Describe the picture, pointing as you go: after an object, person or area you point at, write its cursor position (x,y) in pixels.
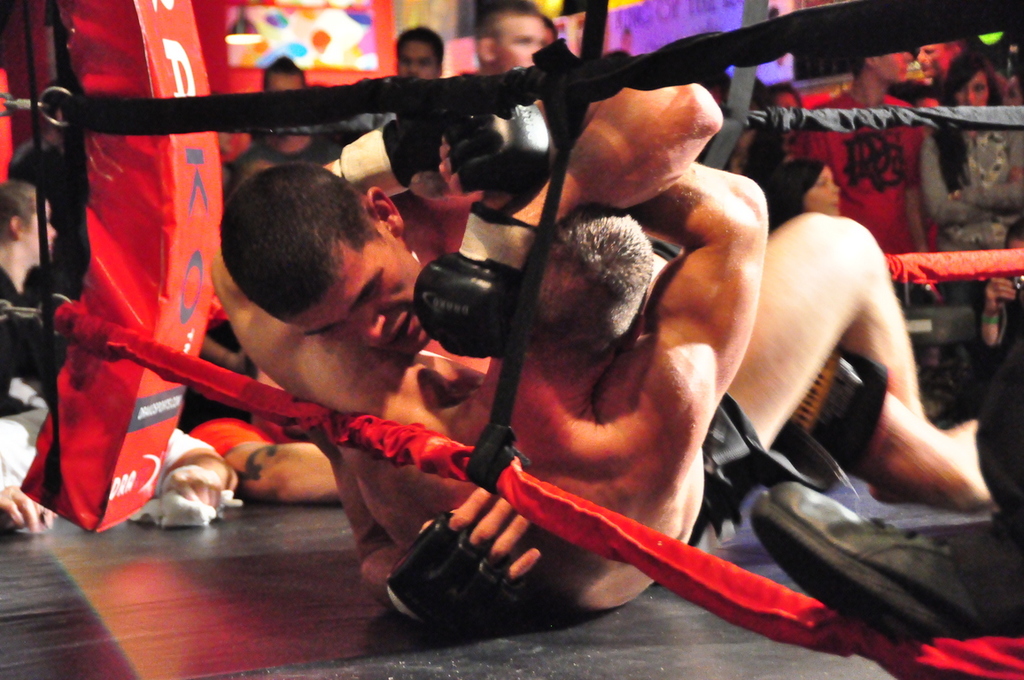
In this picture we can see a group of people (628,391) where some are standing and two are on boxing ring (552,167) and in the background (229,35) we can see the lights (368,39).
